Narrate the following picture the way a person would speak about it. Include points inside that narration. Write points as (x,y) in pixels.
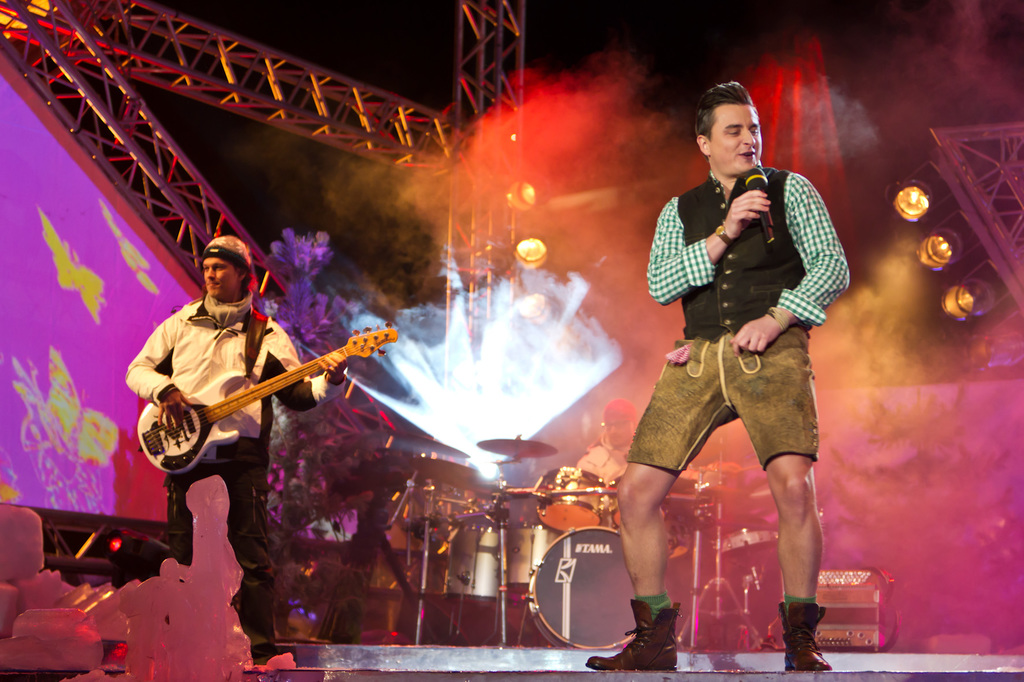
In this image there are two persons (248,430) standing on a stage (474,663). On the right (790,347), the person (755,240) is singing on a mic (755,188). On the left (259,325) the person (242,481) is playing a guitar (225,406). On the left (68,174) there is a projector (49,307) looking pink in color. And on the center of the image (541,448) there is a musical instruments (461,565) like drum (589,596), cymbals (550,452). On the background (601,447) there is a person (630,420) who is playing the musical instruments (566,513). On the right (963,304) there is a lights (934,246).
